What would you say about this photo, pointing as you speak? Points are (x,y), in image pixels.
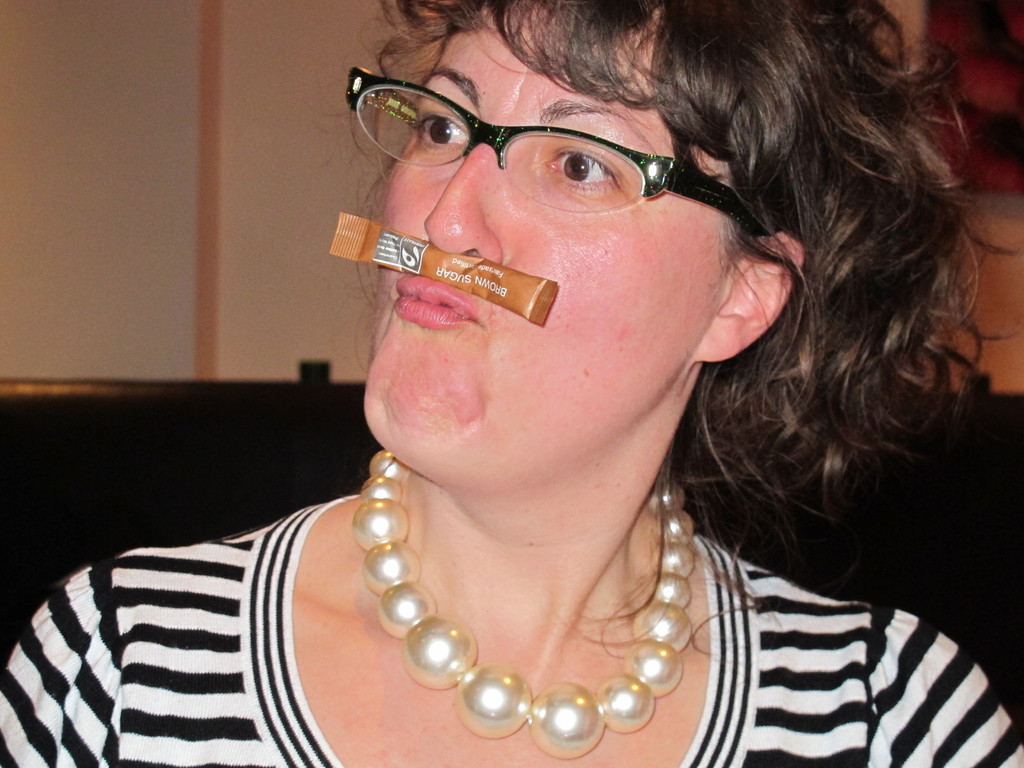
in this image in the front (455,504) there is a woman (472,550) wearing a specs (531,162) and jewellery (420,662) and on the face (528,335) of the woman (512,326) there is an object (435,250) which is brown in colour with some text (443,275) on it and in the background (223,318) there is a wall (233,203) which is cream in colour.
